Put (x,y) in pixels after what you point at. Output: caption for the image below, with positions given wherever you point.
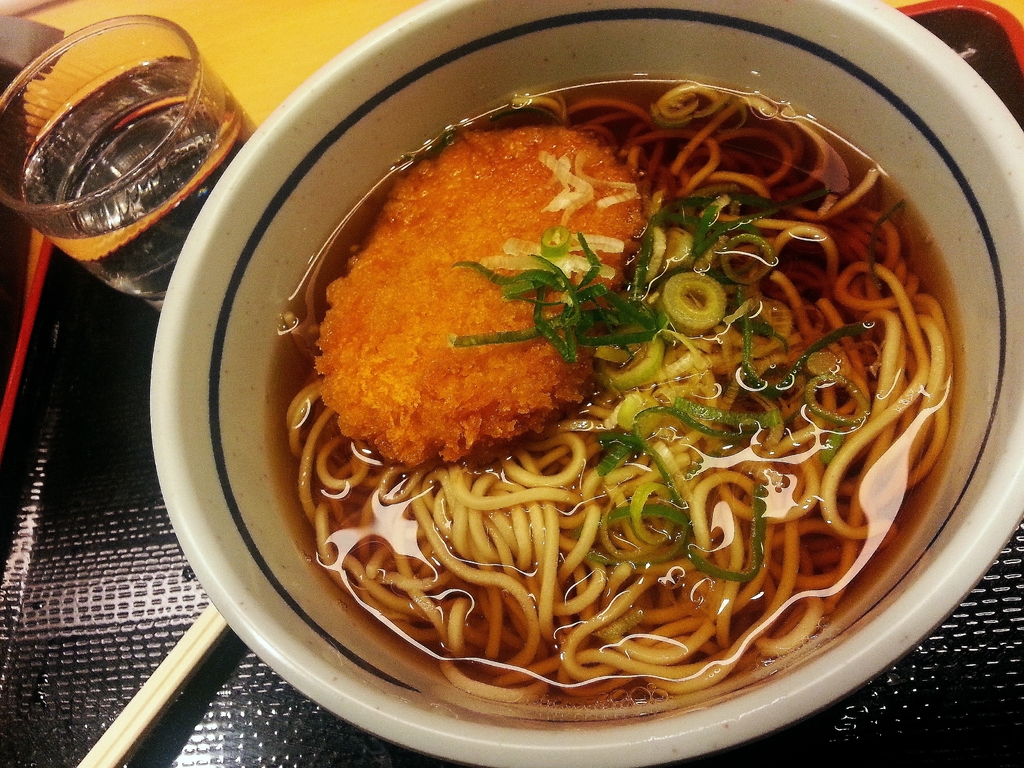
In this image in the center (612,283) there is a bowl (967,133), and in the bowl (1001,171) there are noodles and beside the bowl (505,208) there is a glass (133,189) and there are sticks (103,753). And at the bottom (236,692) there might be table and a tray (70,359).
